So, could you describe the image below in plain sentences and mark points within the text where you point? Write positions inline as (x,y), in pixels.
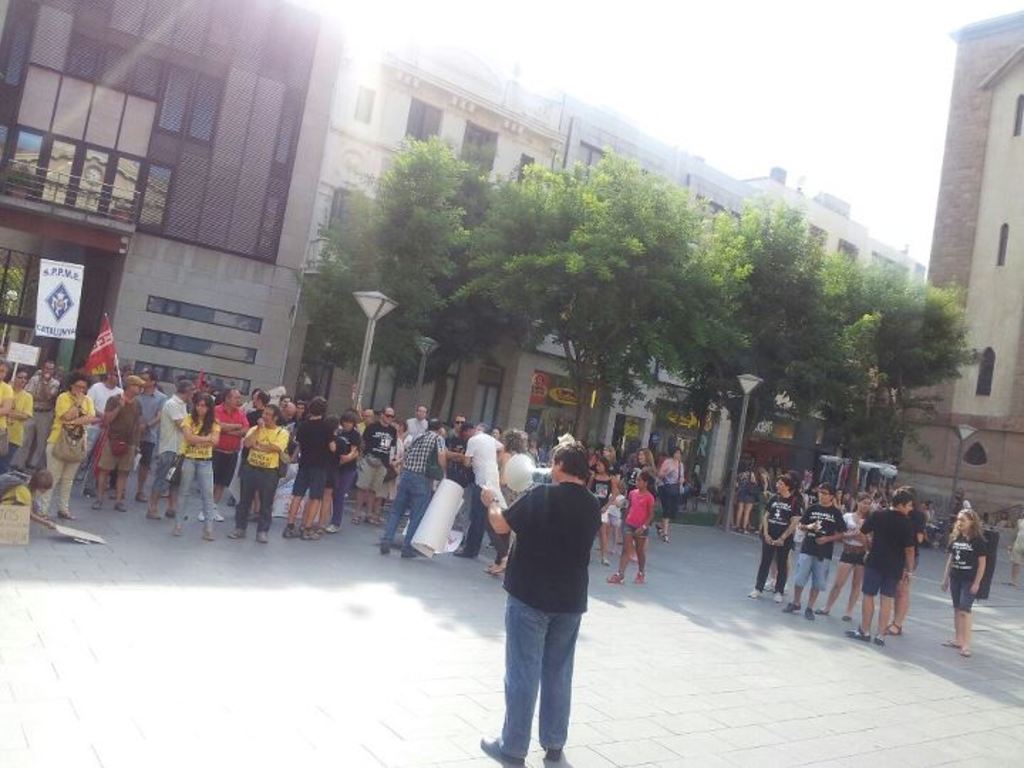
In the foreground (430,514) I can see a crowd (134,375) and boards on the road (142,763). In the background (911,459) I can see light poles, trees (641,366), buildings (994,404), windows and the sky (551,4). This image is taken during a sunny day.
